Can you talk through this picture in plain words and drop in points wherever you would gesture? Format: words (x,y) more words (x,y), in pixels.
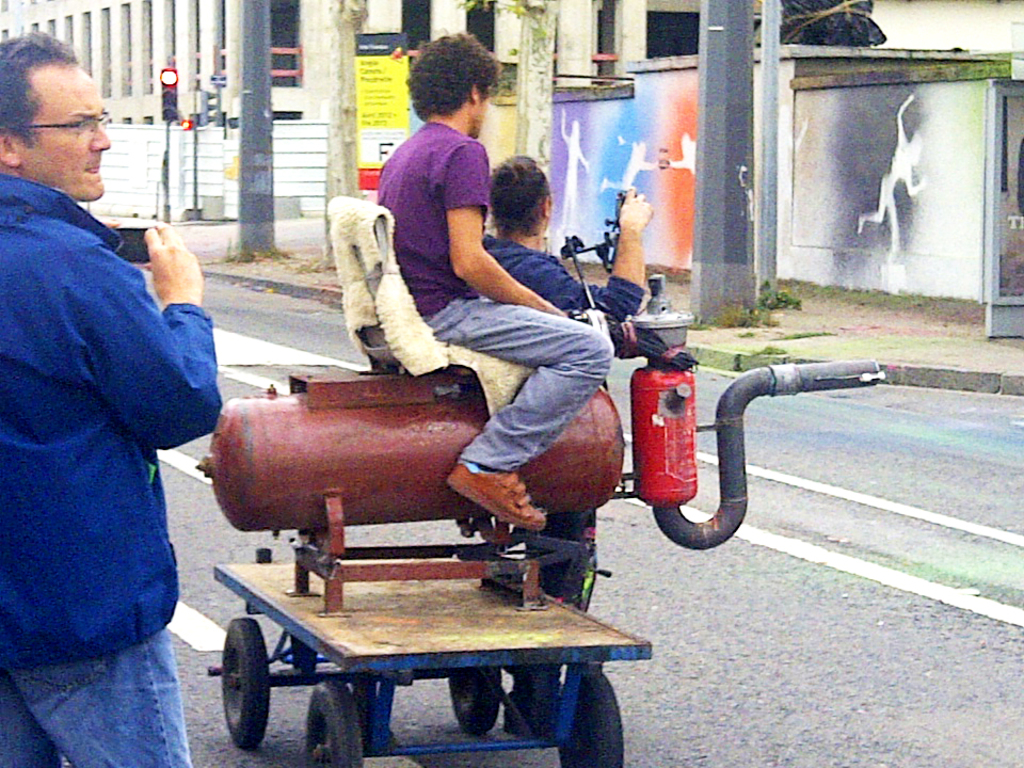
In this image, we can see a person (446,224) on the tank (449,398) which is attached to the moving trolley (478,596). There is an another person (539,277) standing and wearing clothes (537,256) in the middle of the image (537,256). There are poles (728,115) in front of the wall (639,138). There is a building (491,16) at the top of the image (327,52). There is a person (65,381) on the left side of the image (127,396) standing and holding a phone (142,252) with his hands (173,281).
